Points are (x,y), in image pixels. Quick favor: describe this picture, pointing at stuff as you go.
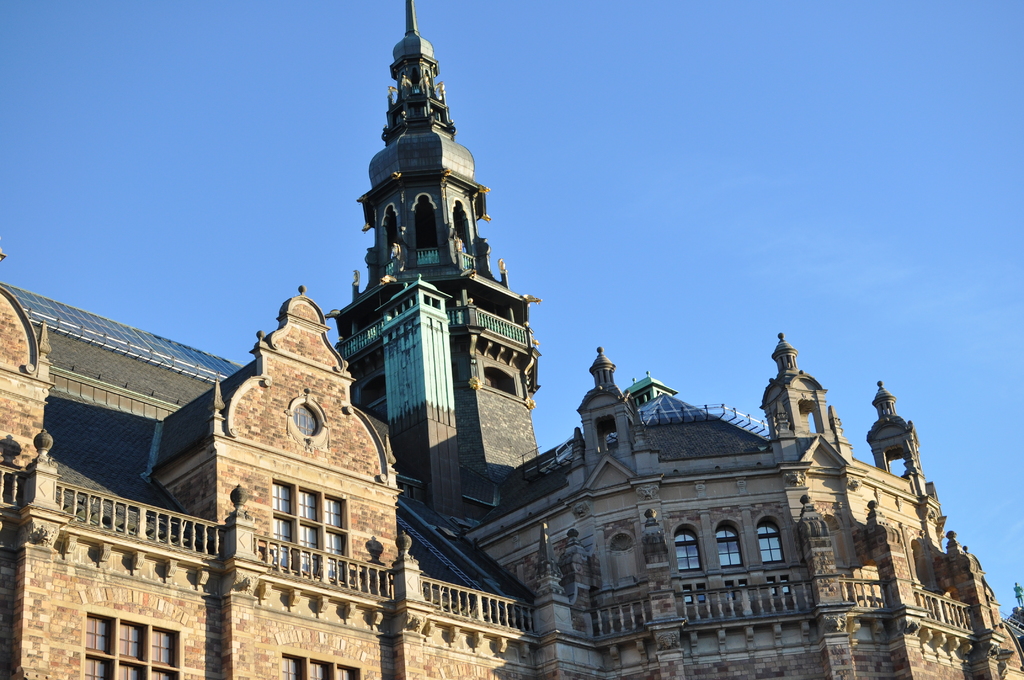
In this image I can see a very big fort (413,485) with glass windows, at the top (698,130) it is the sky (722,169).
